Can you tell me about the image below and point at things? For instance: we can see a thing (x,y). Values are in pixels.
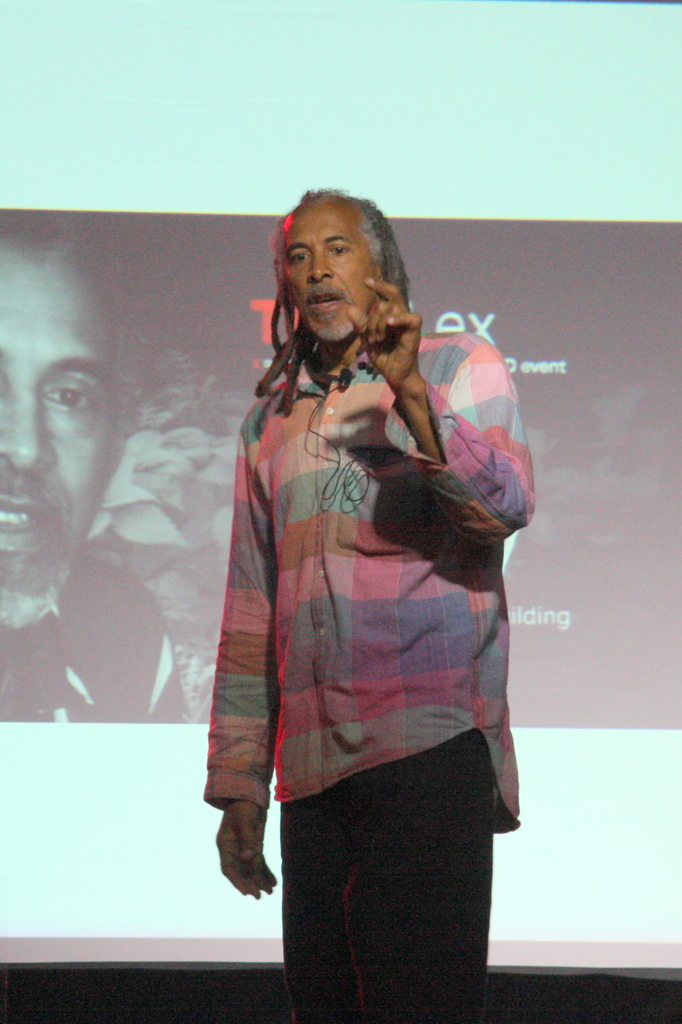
As we can see in the image there is a screen (177,374) and a man (407,597) standing over here.
